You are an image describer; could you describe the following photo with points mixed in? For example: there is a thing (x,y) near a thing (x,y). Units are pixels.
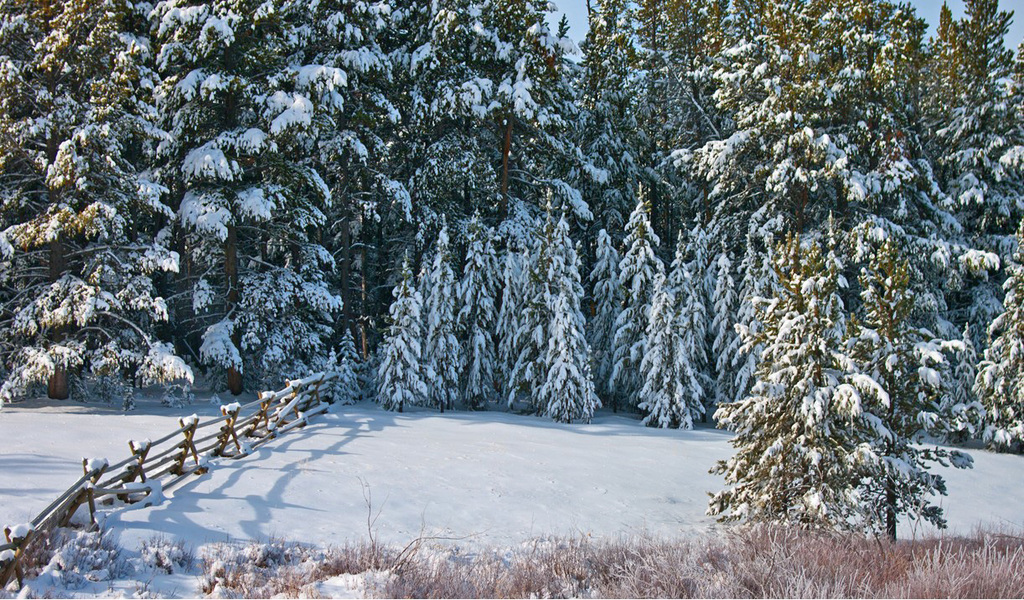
This image consists of many trees (512,401) and plants (747,571) covered with the snow (462,374). At the bottom (321,511), there is snow (298,503). On the left (209,420), there is a fencing (221,440) made up of wood (236,418).
